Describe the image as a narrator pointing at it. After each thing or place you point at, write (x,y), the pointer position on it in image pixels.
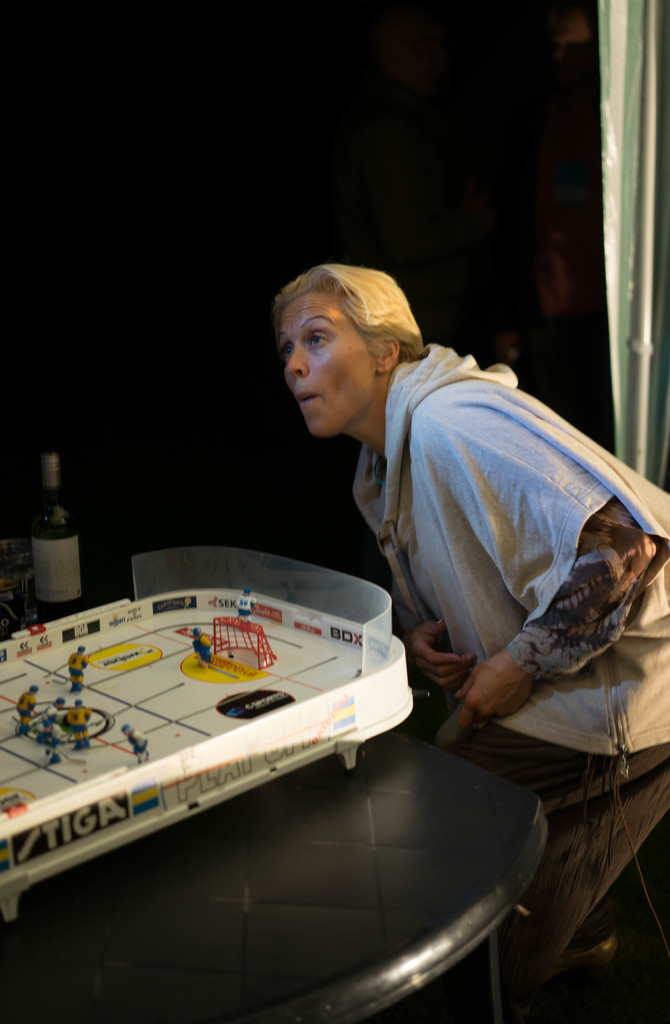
In this image there is a women (441,577) who is wearing a white hoodie (513,519) and she bend over to the table (416,786). On the table (397,761) we can see a toys (85,721) which is playing a hockey game and a wine bottle (68,524).
